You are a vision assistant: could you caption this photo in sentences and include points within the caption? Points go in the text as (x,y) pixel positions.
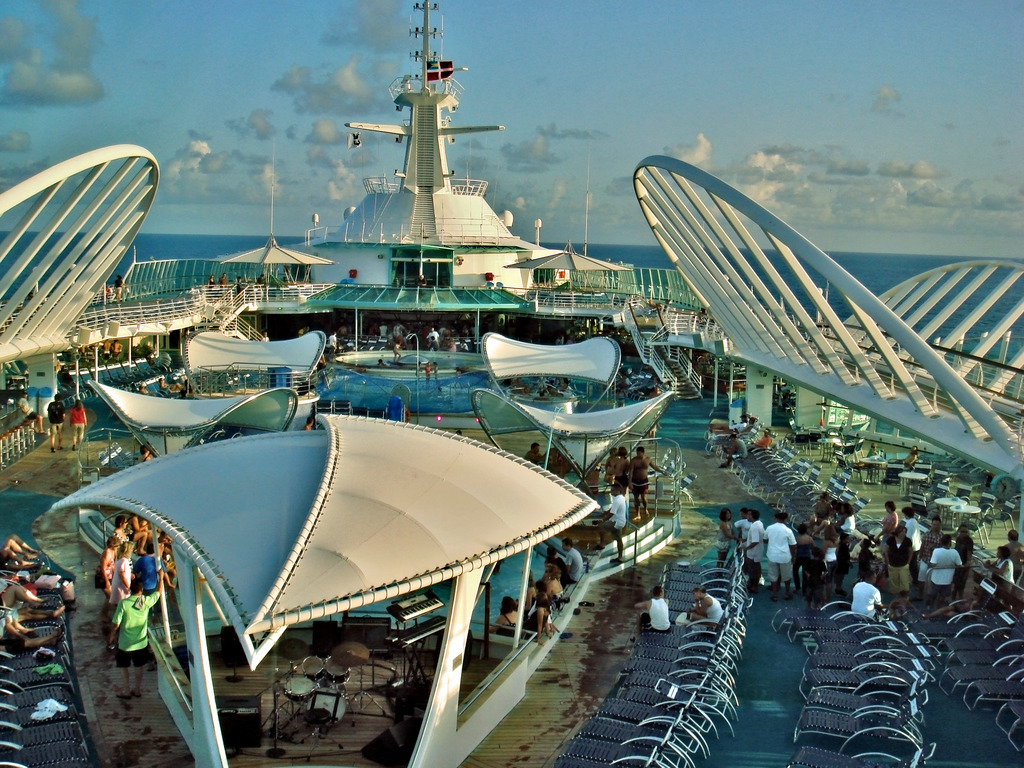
In this picture, we see many people (140,609) are standing. Beside them, we see many chairs (648,695) and musical instruments (318,666) are placed under the white color shed like structure (356,577). On the left side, we see the chairs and a man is sitting on the chair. Beside him, we see two people (60,429) are standing. In the middle (414,396), we see water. On the right side (697,369), we see the staircase (652,363) and the stair railing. In the middle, we see a tower (367,225). In the background (879,271), we see water (199,235) and this water (199,235) might be in the sea (199,235). At the top (198,71), we see the sky (201,69) and the clouds (269,182).
